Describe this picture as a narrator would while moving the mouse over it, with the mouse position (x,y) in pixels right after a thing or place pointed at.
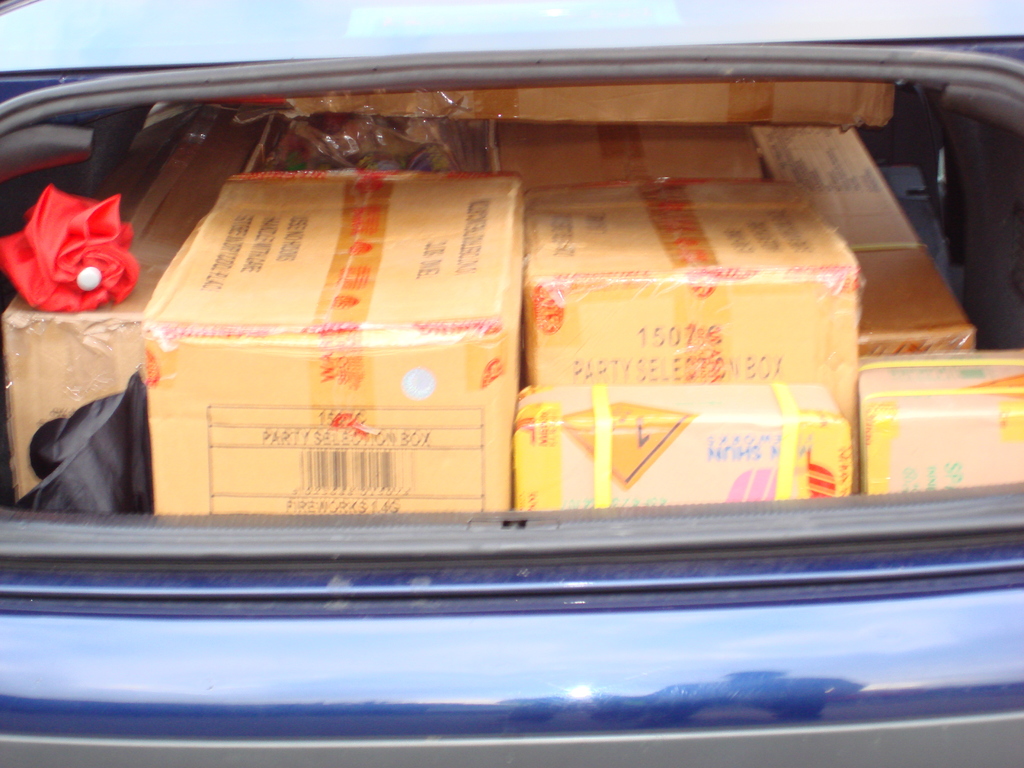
In the image we can see a vehicle (58,6), in the vehicle (30,25) there are some boxes (985,423) and there is an umbrella (14,267).
